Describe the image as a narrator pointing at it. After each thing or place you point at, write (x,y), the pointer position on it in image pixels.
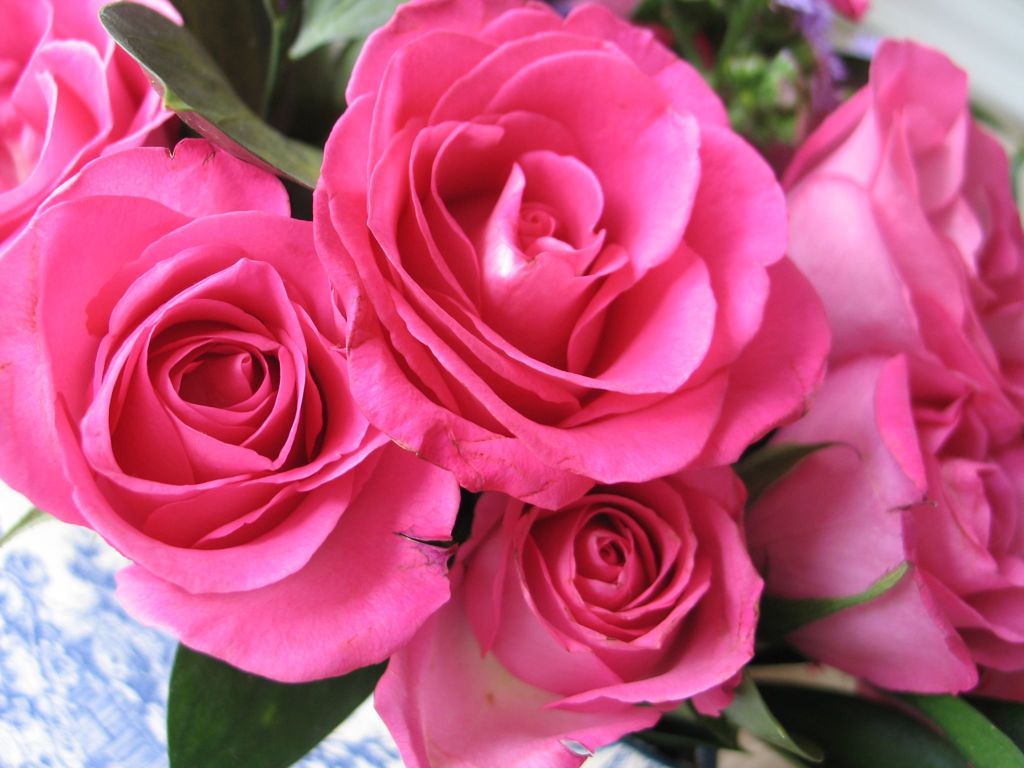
In the image there are beautiful pink roses (607,213).
